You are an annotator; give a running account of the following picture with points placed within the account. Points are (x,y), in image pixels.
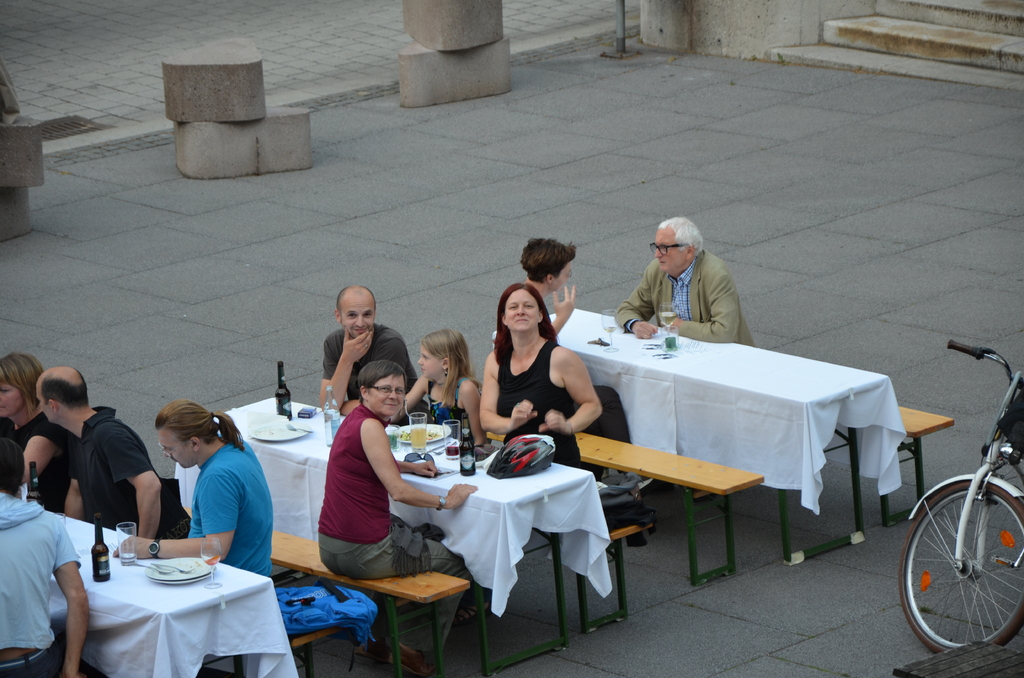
In this image i can see a group of people (410,382) are sitting on a bench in front of a table (510,480). On the table (481,489) we have a helmet (531,453) and a couple of objects (466,471) on it. I can also see there is a bicycle (967,515) on the ground (980,403).
